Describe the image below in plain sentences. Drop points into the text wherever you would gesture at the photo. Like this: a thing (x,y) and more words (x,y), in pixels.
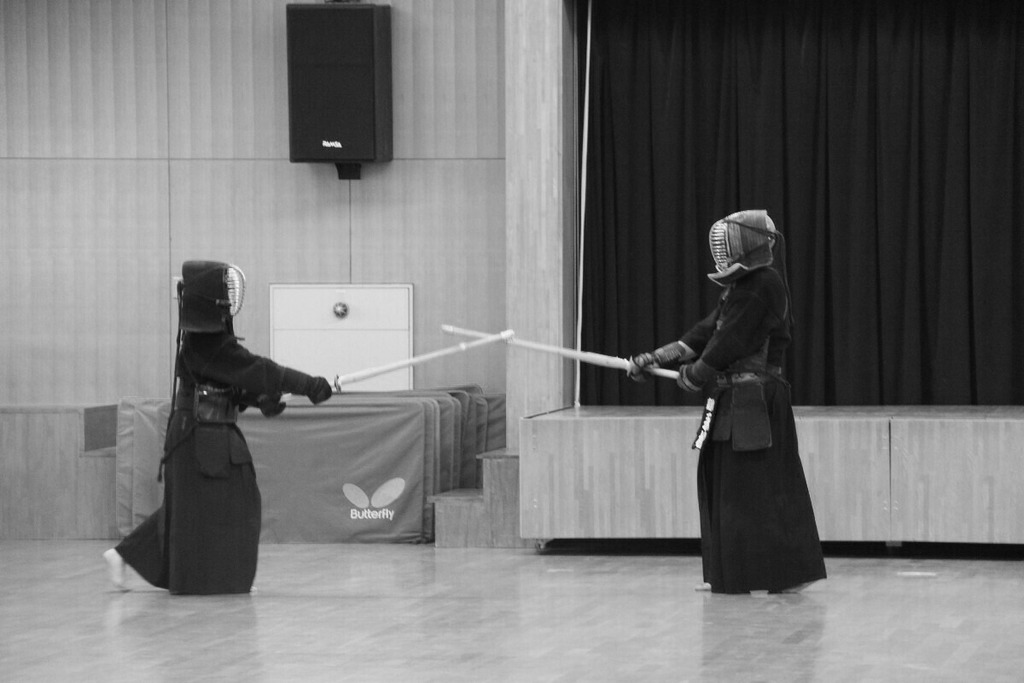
I see this is a black and white image and I see 2 persons (215,403) over here who are wearing same dress (745,351) and they're holding swords (571,352) in their hands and I see the floor (484,616). In the background (554,248) I see the wall (426,290) and I see the black color thing (345,101) over here and I see the curtain (611,89) over here and I see the steps (499,479) over here.
